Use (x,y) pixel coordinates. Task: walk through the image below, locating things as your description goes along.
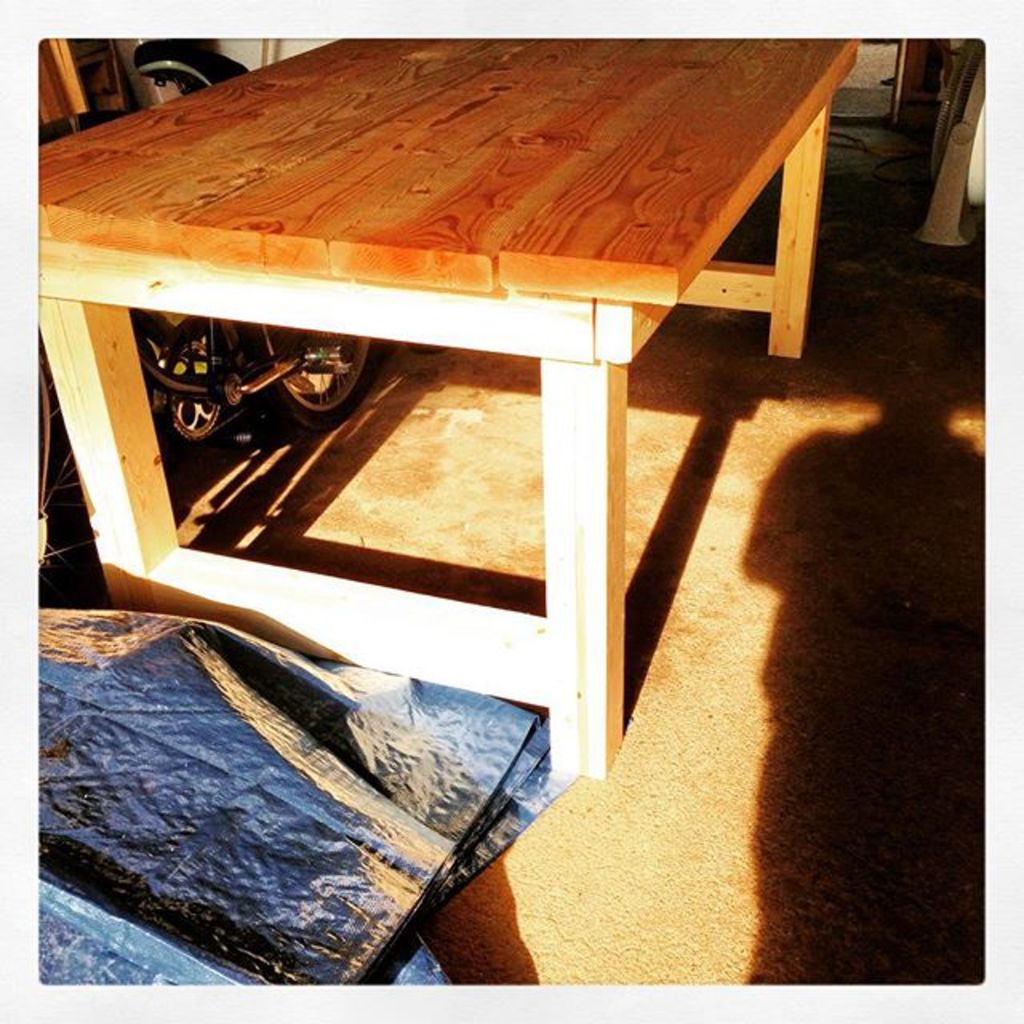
This picture is taken in the room (782,743). In this image, in the left corner (174,685), we can see a blue color mat (397,863). In the middle of the image (590,670), we can see a table (642,218). On the left side (161,52), we can see a bicycle (269,333). In the background (927,62), we can see a door (871,82). In the right corner (940,806), we can see a shadow (908,411) of a person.
